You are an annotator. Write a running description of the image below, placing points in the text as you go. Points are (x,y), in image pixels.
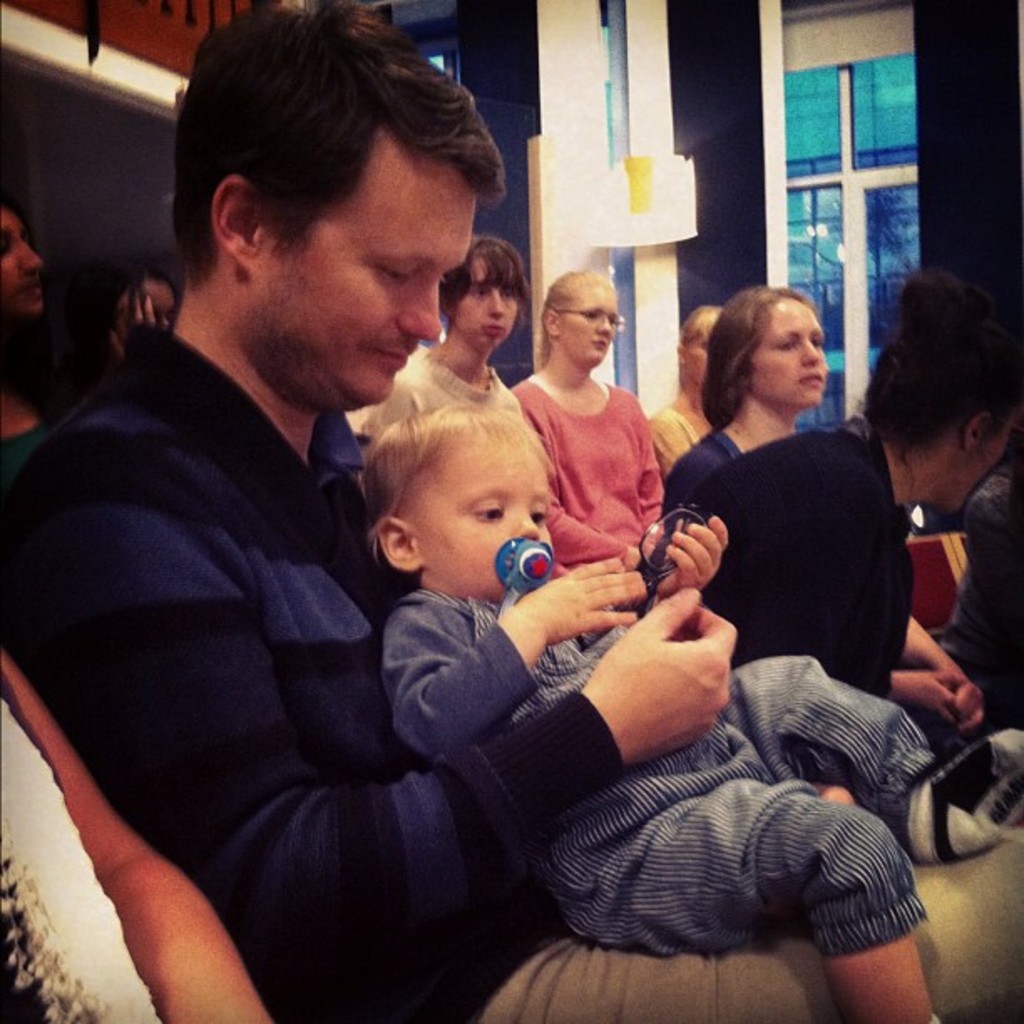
In this image I can see the group of people (581,789) with different color dresses (429,386). I can see one person (570,677) is holding the specs (650,584). These people (570,608) are sitting inside the room (498,18). In the background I can see the glass door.
